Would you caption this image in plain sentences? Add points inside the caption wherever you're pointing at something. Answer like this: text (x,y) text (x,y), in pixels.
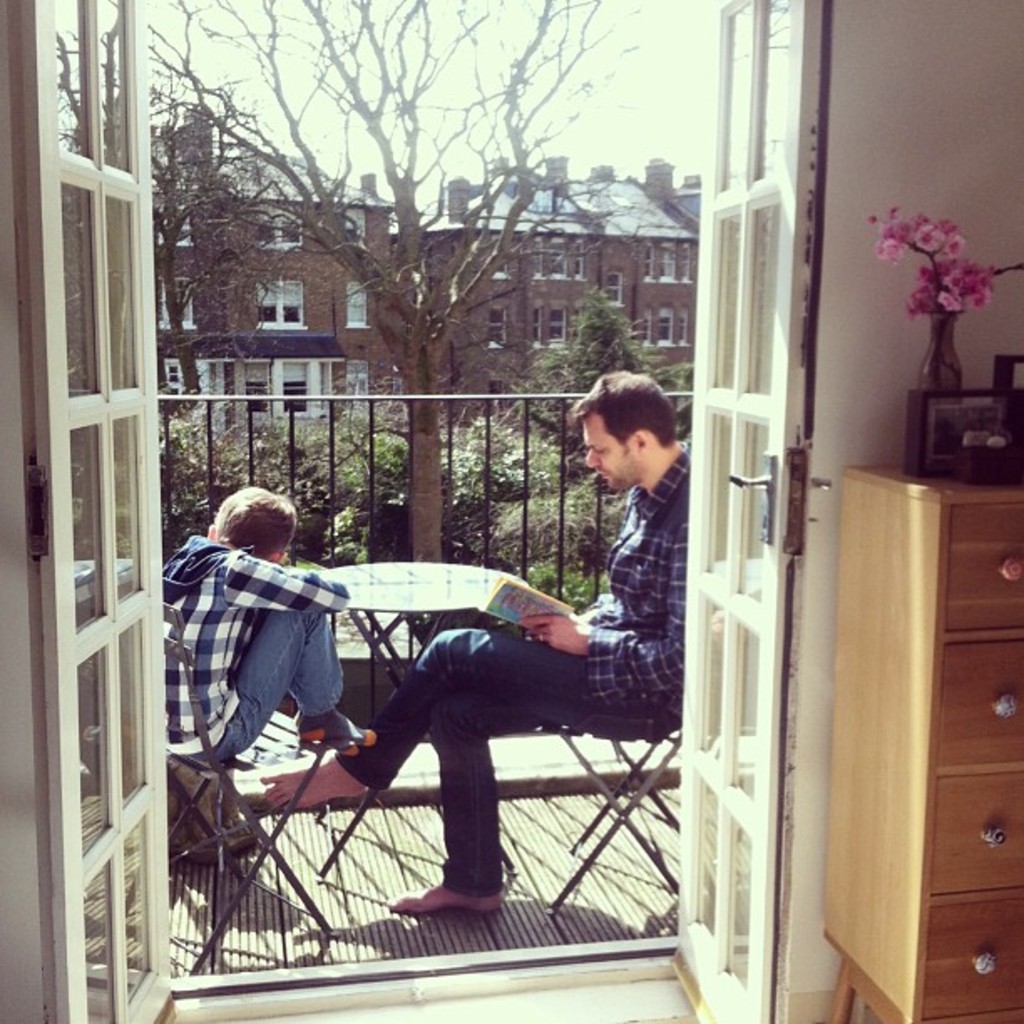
In Front (727,792) portion of the picture we can see a door (99,863), near to it there is a desk (992,707) and we can see a flower vase (948,351) and a photo frame (950,455) on the desk (903,563). Here we can see a man (442,702) and a boy (315,670) sitting on a chair (272,737) in front of a table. This man (595,638) is reading a book (546,597). This is a balcony (384,468). This is a bare tree (293,209) and on the background of the picture (308,274) we can see a building (313,320). These are plants (543,468). At the top of the picture (480,70) we can see a sky (397,72).
